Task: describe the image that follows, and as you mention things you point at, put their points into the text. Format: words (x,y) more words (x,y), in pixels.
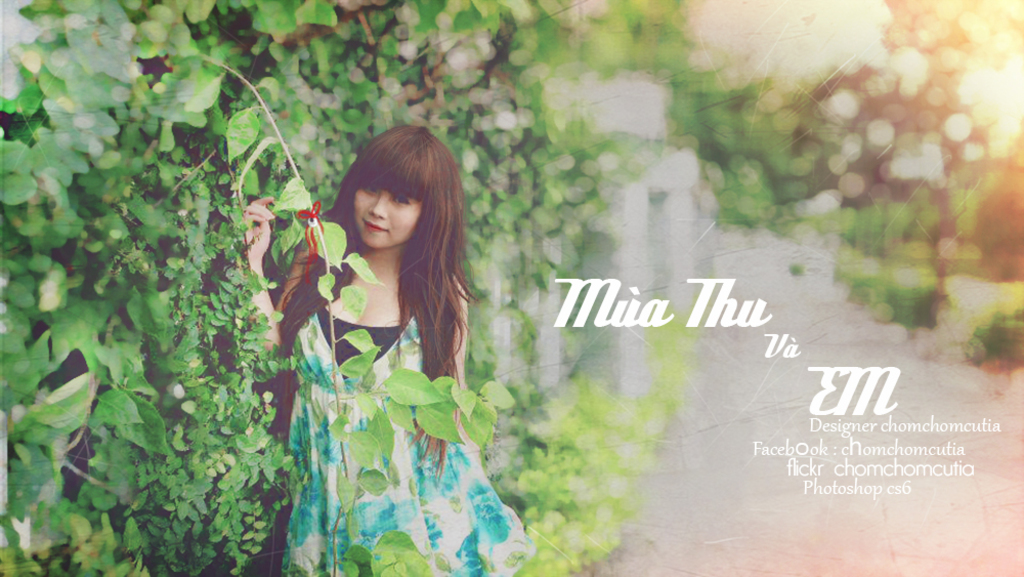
In this image we can see a girl (386,282) standing at the wall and few trees (319,235).
